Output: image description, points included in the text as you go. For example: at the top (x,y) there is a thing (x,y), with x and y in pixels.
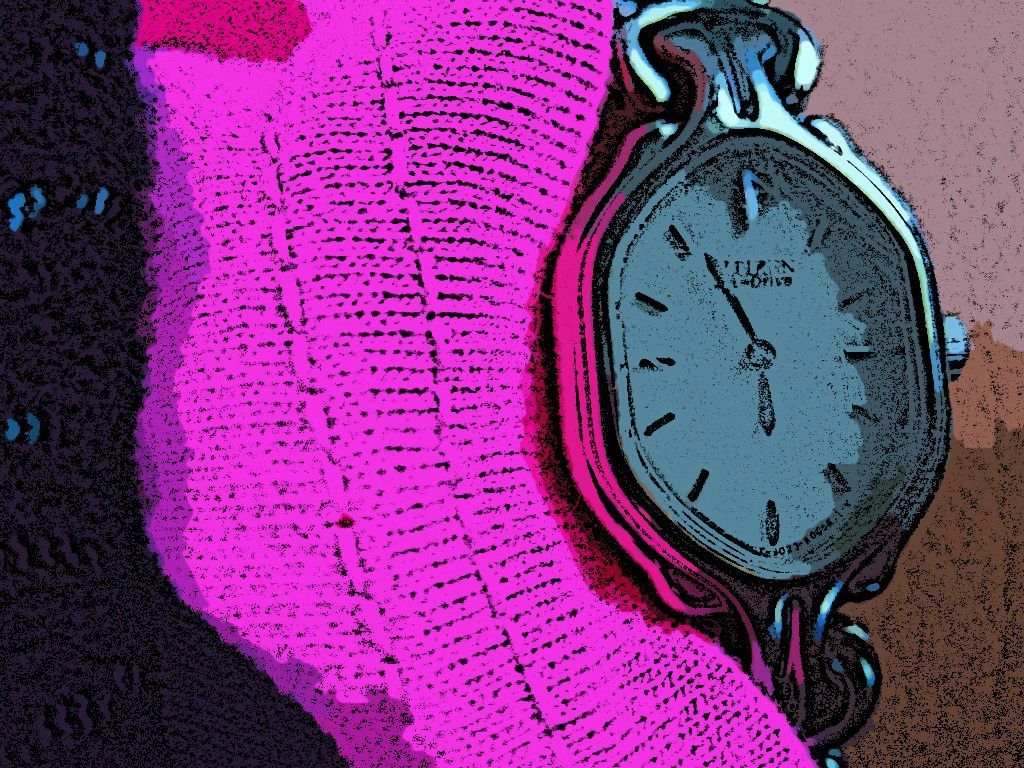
In this picture we can observe a painting (824,408) of a watch (617,398). We can observe a pink color cloth (302,500). The background (64,91) is partly dark.
